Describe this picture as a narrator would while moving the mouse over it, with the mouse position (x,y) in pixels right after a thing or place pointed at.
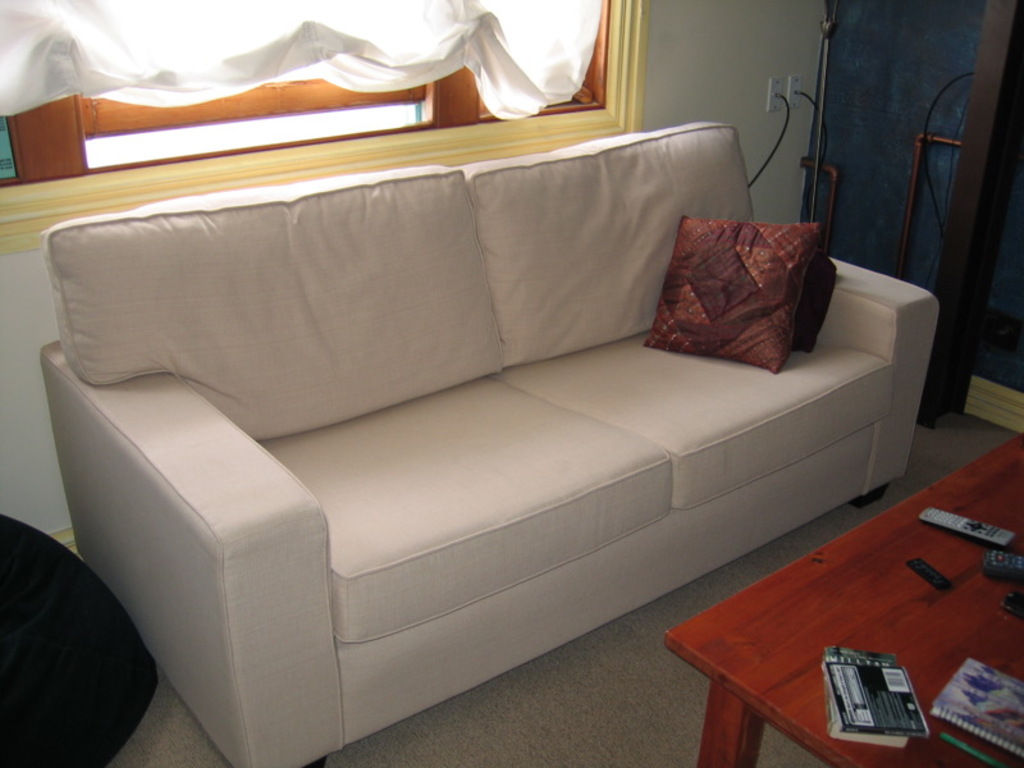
As we can see in the image there is a window (387,128), sofa (483,277), pillows (748,289) and a table (798,614). On table (812,606) there are books (975,727), pen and remote (956,527).
